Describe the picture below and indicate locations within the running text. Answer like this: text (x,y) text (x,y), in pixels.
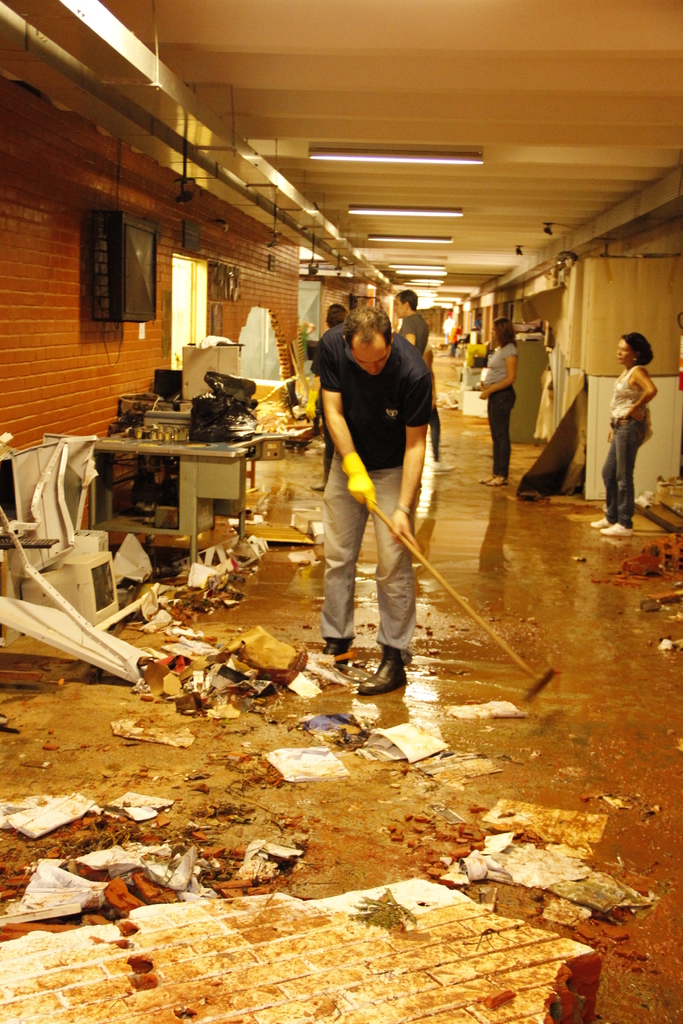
In this image I can see in the middle (337,642), a person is cleaning the floor (415,704). At the back side (433,412) few people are standing, at the top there are lights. On the left side (94,281) it looks like a t. v (115,288).
